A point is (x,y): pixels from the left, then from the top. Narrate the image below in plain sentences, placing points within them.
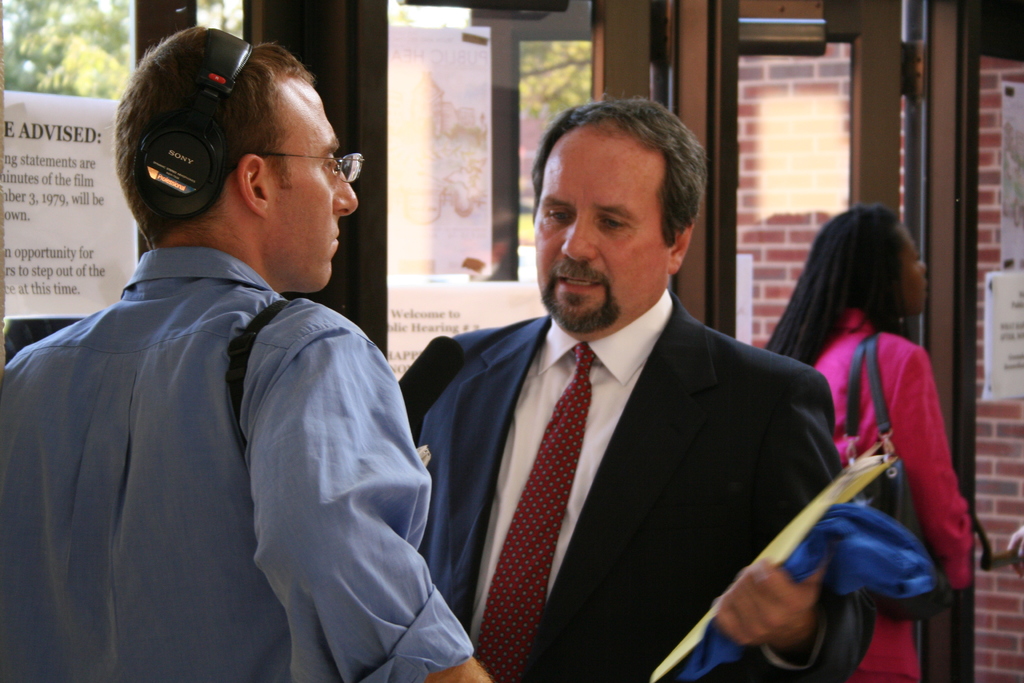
Here in this picture in the front (485,382) we can see two men (485,469) standing over a place and talking to each other and the person (612,348) in the middle (621,352) is wearing a suit (513,377) and carrying a file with him and the person (372,479) on the left side (191,346) is wearing spectacles (292,157) and having head set (223,81) and carrying bag (239,338) and on the right side (894,383) we can see a woman (889,345) standing and we can see she is carrying a bag (880,484) and beside them we can see glass doors (31,46) with some things (72,105) pasted on it and through that glass door (507,129) we can see plants (79,23) and trees (63,41) present in blurry manner.
